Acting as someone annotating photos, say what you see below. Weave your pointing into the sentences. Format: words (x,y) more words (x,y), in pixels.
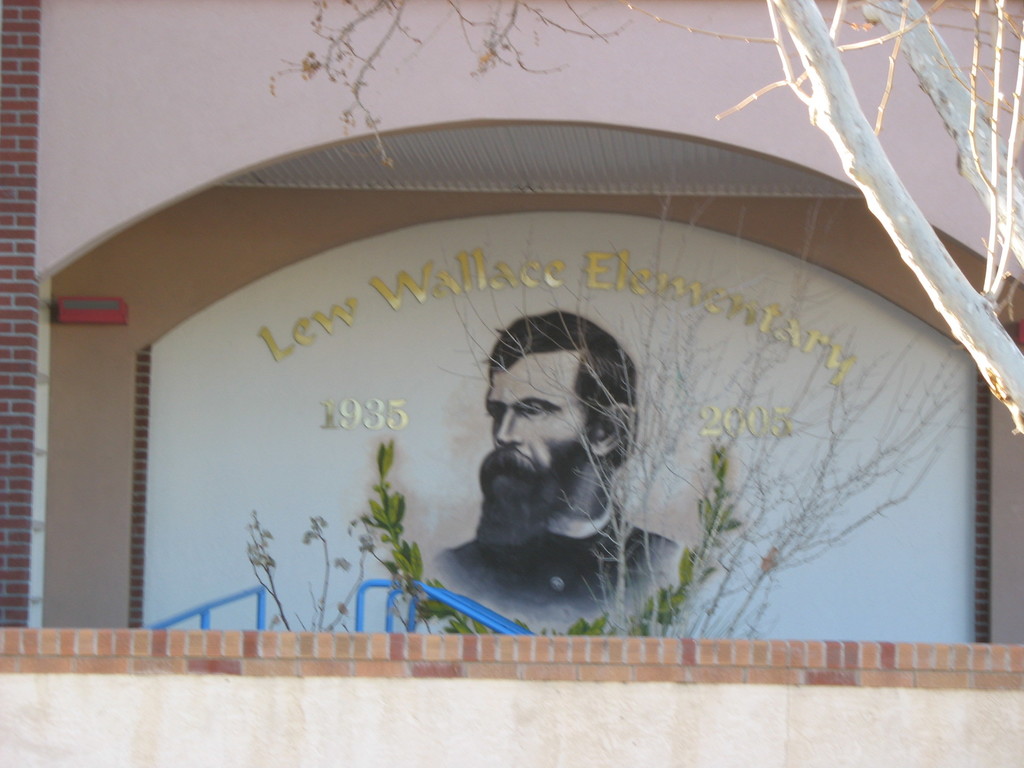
Here we can see a painting (550,579) of a person (547,519) on the wall (220,343). And there are plants (439,606).
